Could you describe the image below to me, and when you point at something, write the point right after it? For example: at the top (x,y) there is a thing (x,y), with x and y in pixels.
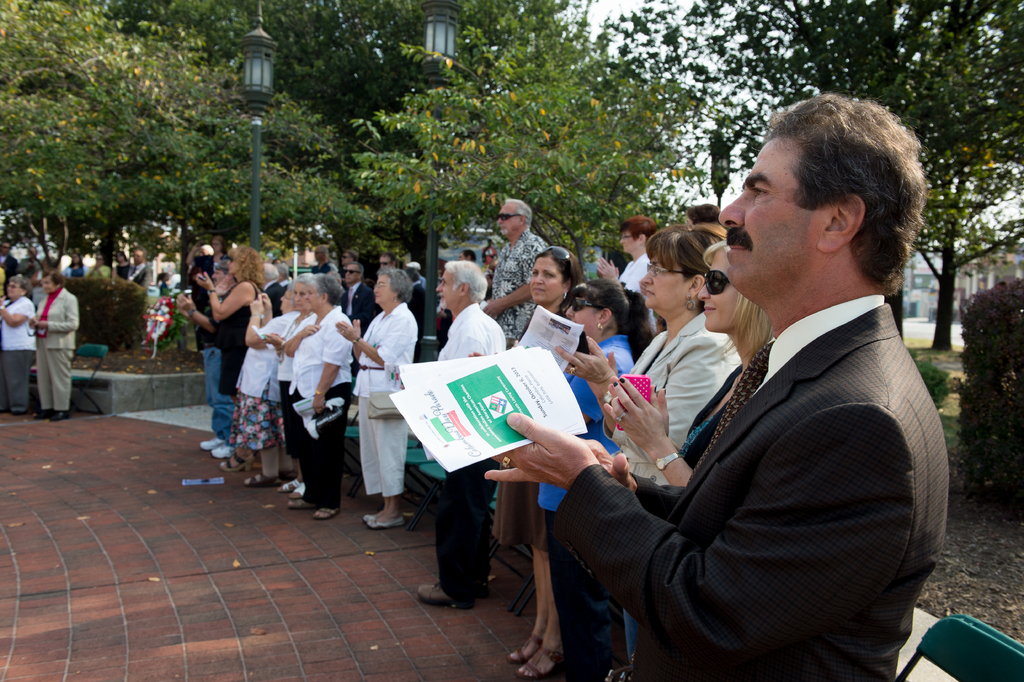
In the image we can see there are lot of trees (706,87) and there are two street lamp poles (266,100). People (365,332) are gathered and they are applauding and on the ground (127,502) there are red tiles (189,599) and there are plants (125,318) in between the road (45,484).
